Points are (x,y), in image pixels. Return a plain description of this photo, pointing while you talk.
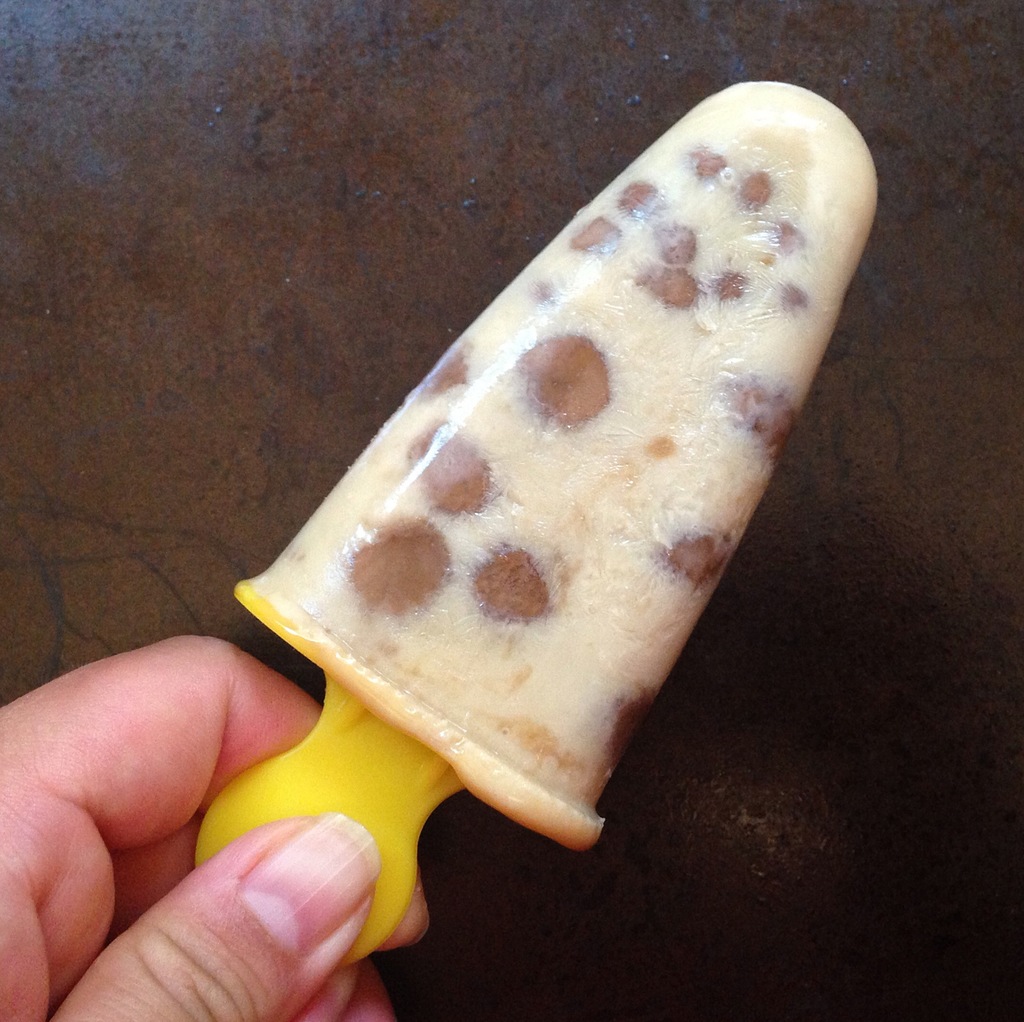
In this image there is a hand (209,900) holding a ice-cream (473,514).
